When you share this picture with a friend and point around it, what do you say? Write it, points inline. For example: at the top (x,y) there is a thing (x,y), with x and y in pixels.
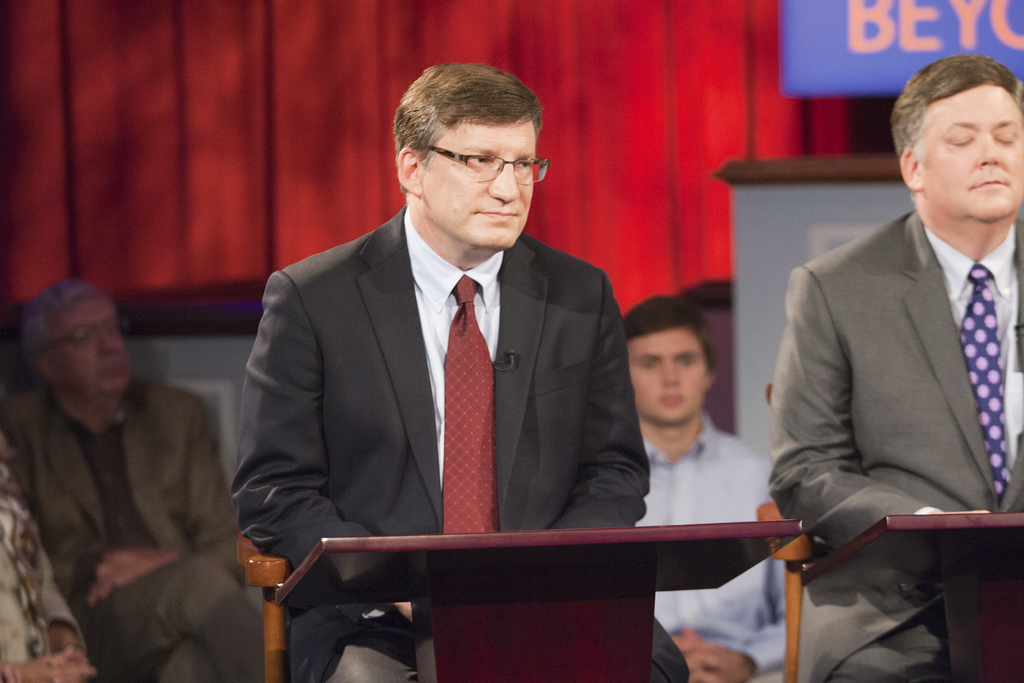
In the image few people (400,185) are sitting and watching. Behind them there is curtain (655,282) and banner (810,42).
